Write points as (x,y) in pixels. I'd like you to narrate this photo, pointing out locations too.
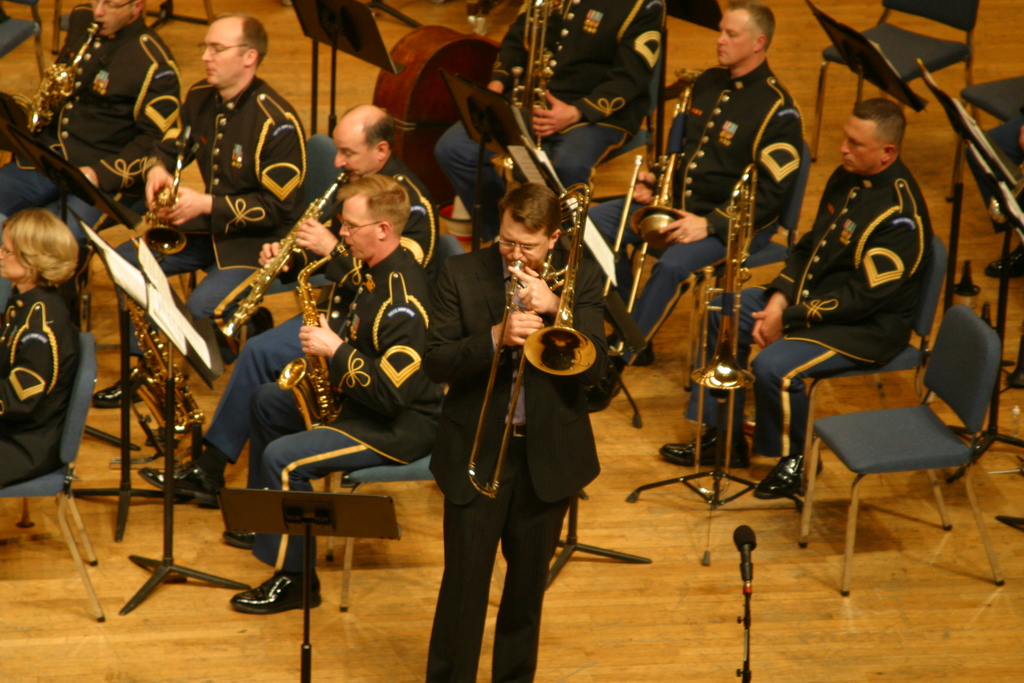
In this picture we can see a group of people (297,560) on the floor (816,485), they are sitting on chairs (813,479), one person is standing, here we can see saxophones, mic (738,537), stands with papers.
